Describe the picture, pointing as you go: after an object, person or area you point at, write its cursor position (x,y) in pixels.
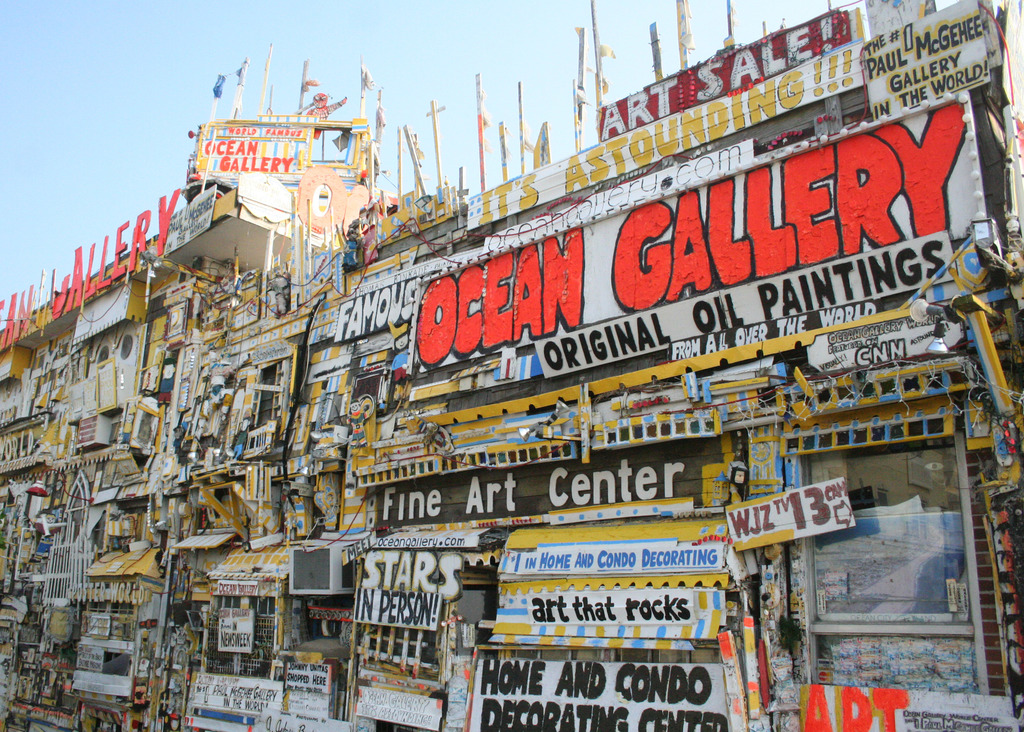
In this image, on the buildings (306,328) there are some boards (467,351) and posters (510,561) with text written on it. On the buildings (248,280) there are poles (575,106).
